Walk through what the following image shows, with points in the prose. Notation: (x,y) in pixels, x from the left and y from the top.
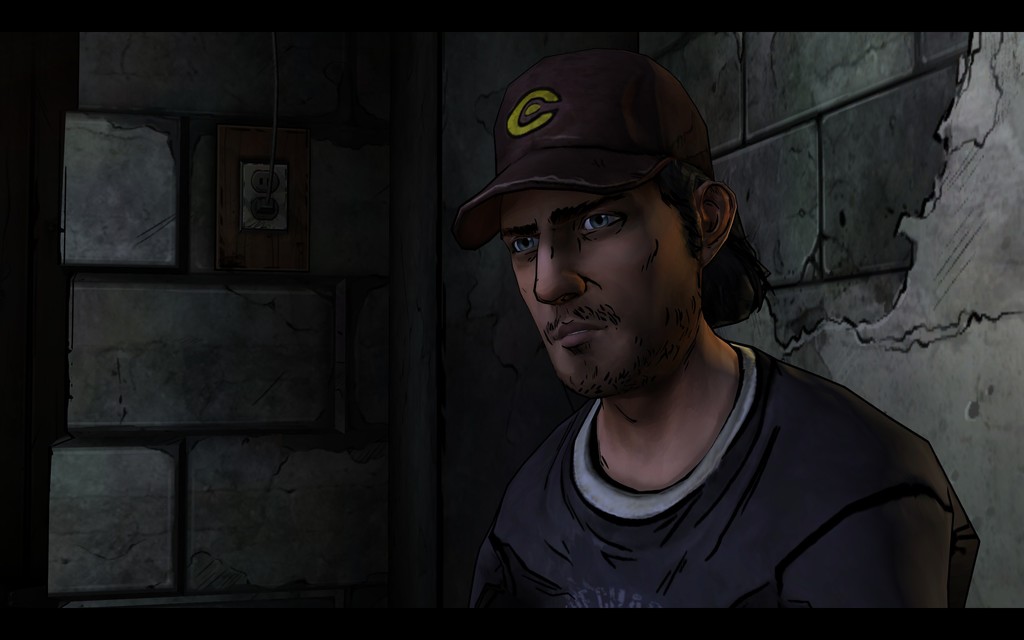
In the image I can see a cartoon (608,446) of a person (639,382) who is wearing a cap (658,163). In the background (398,297) I can see a wall (345,274) and some other objects (289,229).
